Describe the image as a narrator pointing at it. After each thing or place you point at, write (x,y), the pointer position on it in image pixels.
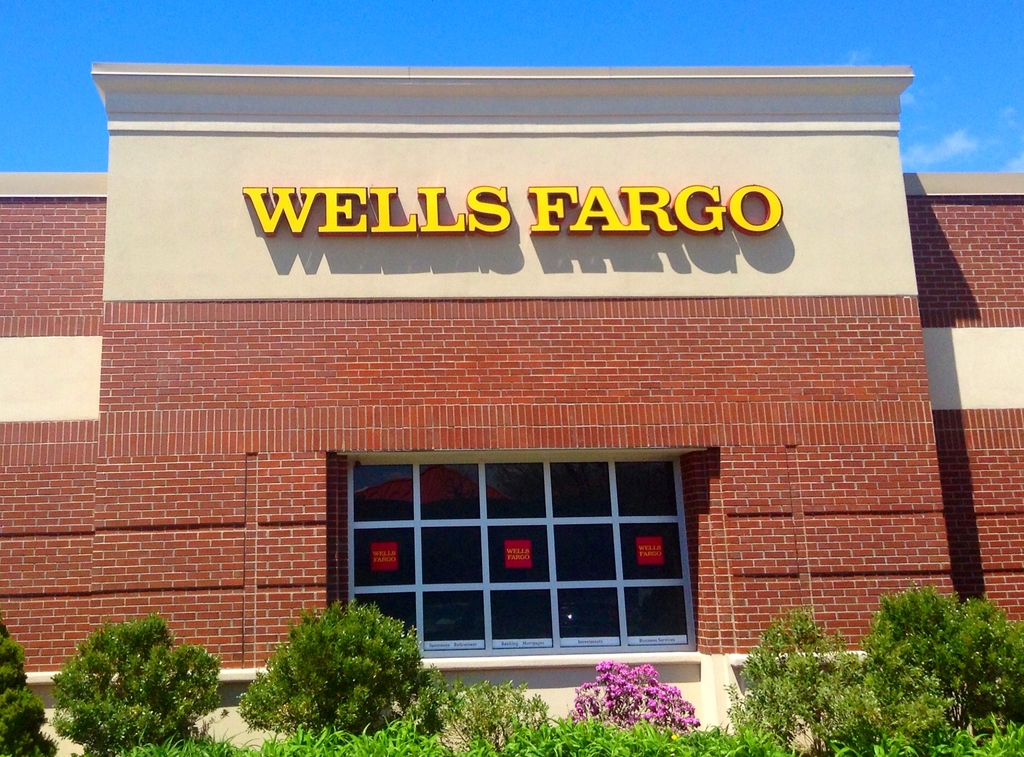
In this picture we can see the building (453,372), in which we can see a glass window (634,554), in front of the building (513,656) we can see some plants (623,674).
